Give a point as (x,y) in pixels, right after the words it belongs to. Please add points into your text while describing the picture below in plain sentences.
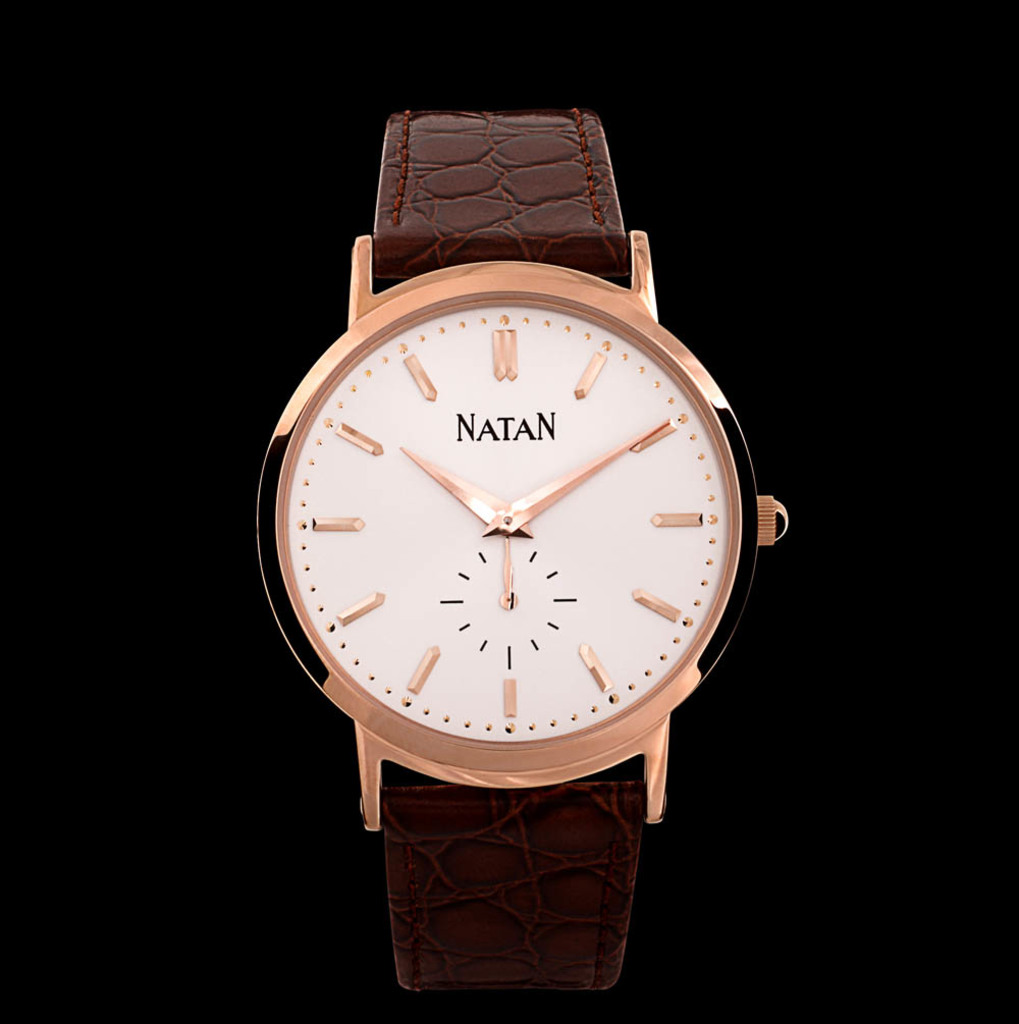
This image consists of a watch (546,310) with a leather belt (447,190). The background (920,53) is black in color.
